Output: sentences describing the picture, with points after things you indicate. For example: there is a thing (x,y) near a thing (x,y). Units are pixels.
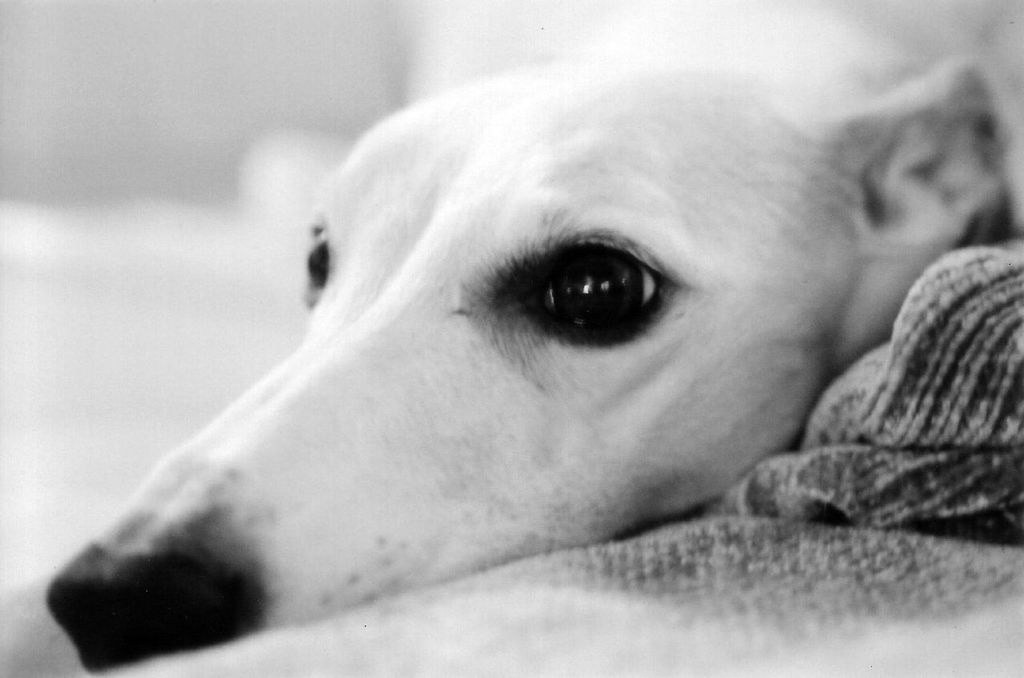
In this image we can see a dog face (377,536) which is white in color.
